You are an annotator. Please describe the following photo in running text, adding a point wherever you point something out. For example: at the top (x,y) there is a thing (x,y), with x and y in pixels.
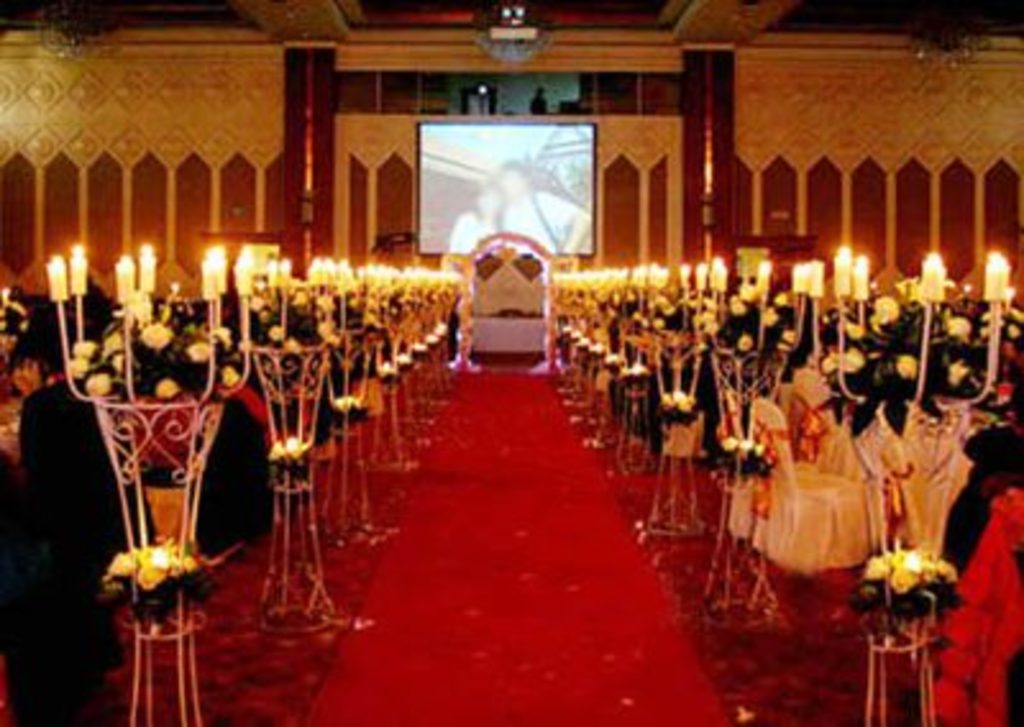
In this picture I can see candles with fire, red color carpet (539,528). In the background (292,216) I can see projector screen (464,218), wall (262,207), flowers (211,360) and other objects (237,502).
